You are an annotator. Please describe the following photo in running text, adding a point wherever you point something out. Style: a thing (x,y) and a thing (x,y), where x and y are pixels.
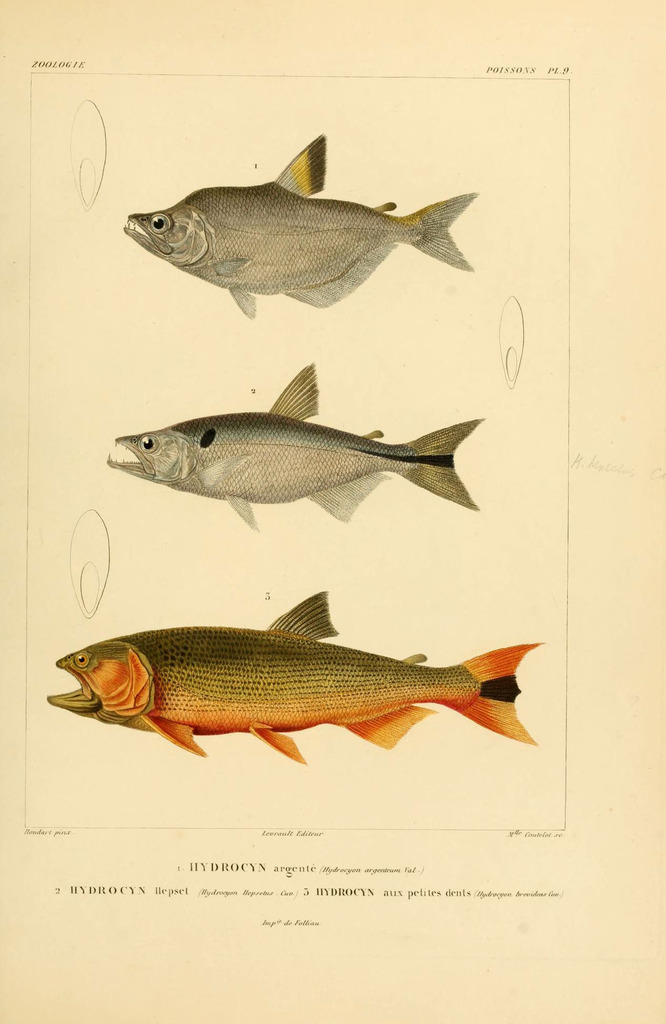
In this image we can see fishes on the paper (391,548). At the bottom of the image (295,874) there is text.
